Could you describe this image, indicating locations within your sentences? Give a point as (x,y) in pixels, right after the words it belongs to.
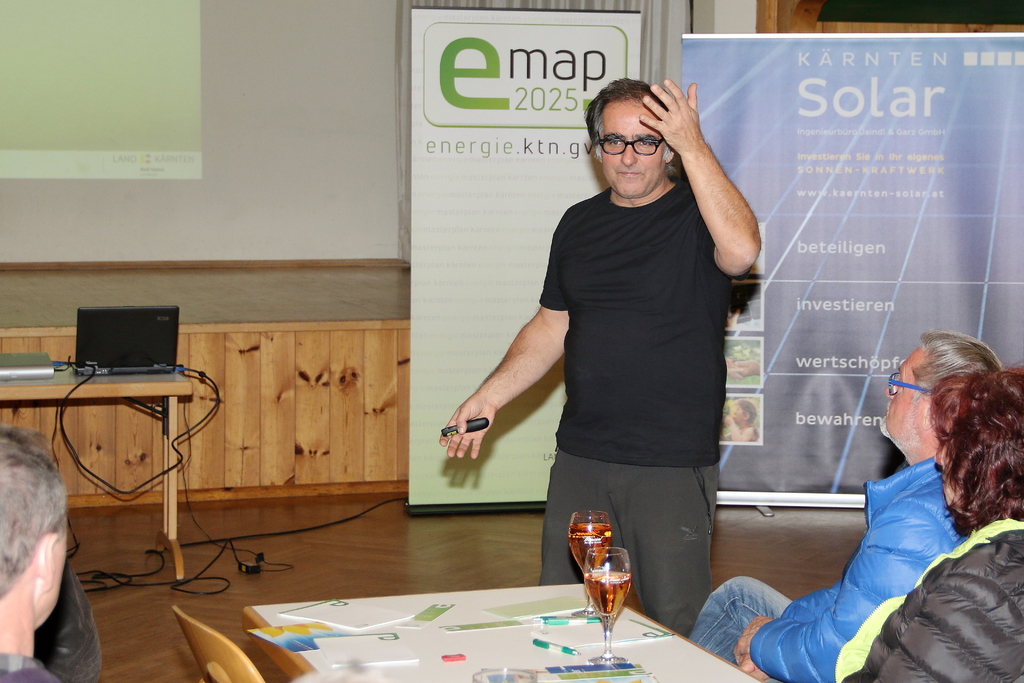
This picture describe a man (615,311) wearing black t-shirt (647,426) and grey pant (681,471) is explaining something, On the rights a man (906,532) wearing blue puffer jacket (838,623) and a woman (941,609) is sitting on the chair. On the left side (19,511) we can see a old man (61,578) watching to them, behind we can see two roller banner (539,168) blue color on which solar and on second one as e map written. Beside that we have projector screen (173,112) and in front a wooden table (180,391) with black laptop (82,350) placed on it.
